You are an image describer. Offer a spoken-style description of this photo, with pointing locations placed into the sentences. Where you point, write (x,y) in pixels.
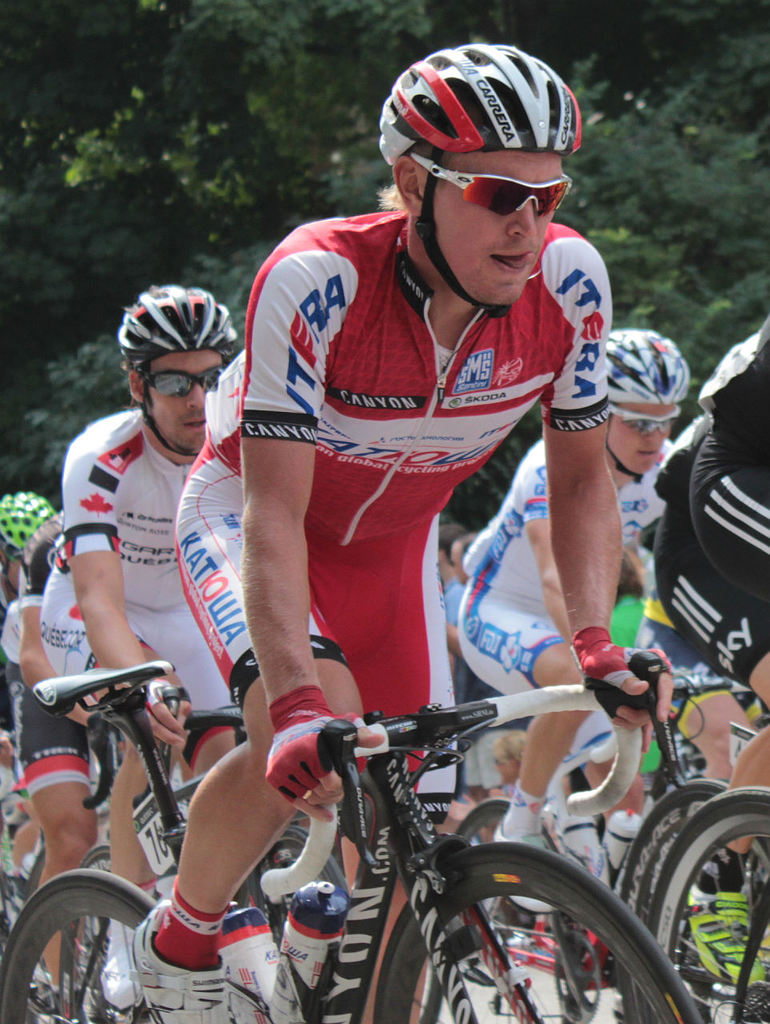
In this picture I can see group of people (339,791) riding the bicycles (765,966), with helmets (434,129) and spectacles (460,178), and in the background (722,128) there are trees (722,128).
